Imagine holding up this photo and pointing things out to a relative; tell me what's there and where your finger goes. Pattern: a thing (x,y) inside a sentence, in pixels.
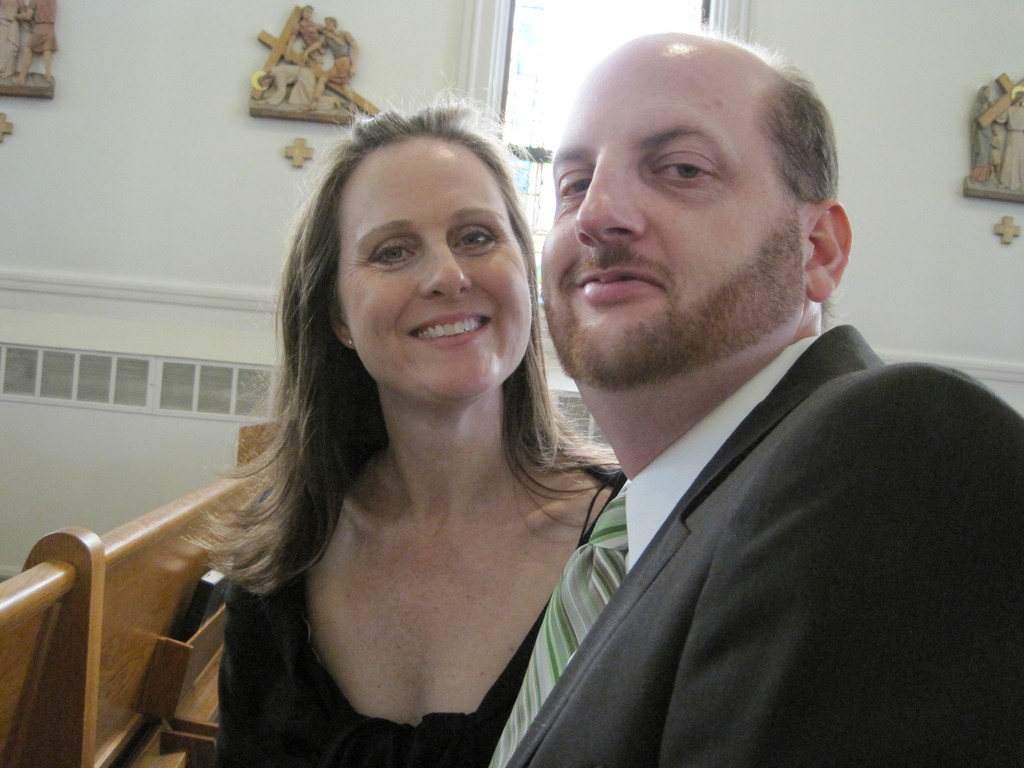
In this image, we can see persons (675,664) wearing clothes (492,713). There is a bench (152,678) bottom left of the image (151,679). There is a window (539,181) at the top of the image (566,37). There is a wall art (329,75) in the top left (314,85) and in the top right of the image (1002,140). In the background (959,173), we can see a wall (935,256).
